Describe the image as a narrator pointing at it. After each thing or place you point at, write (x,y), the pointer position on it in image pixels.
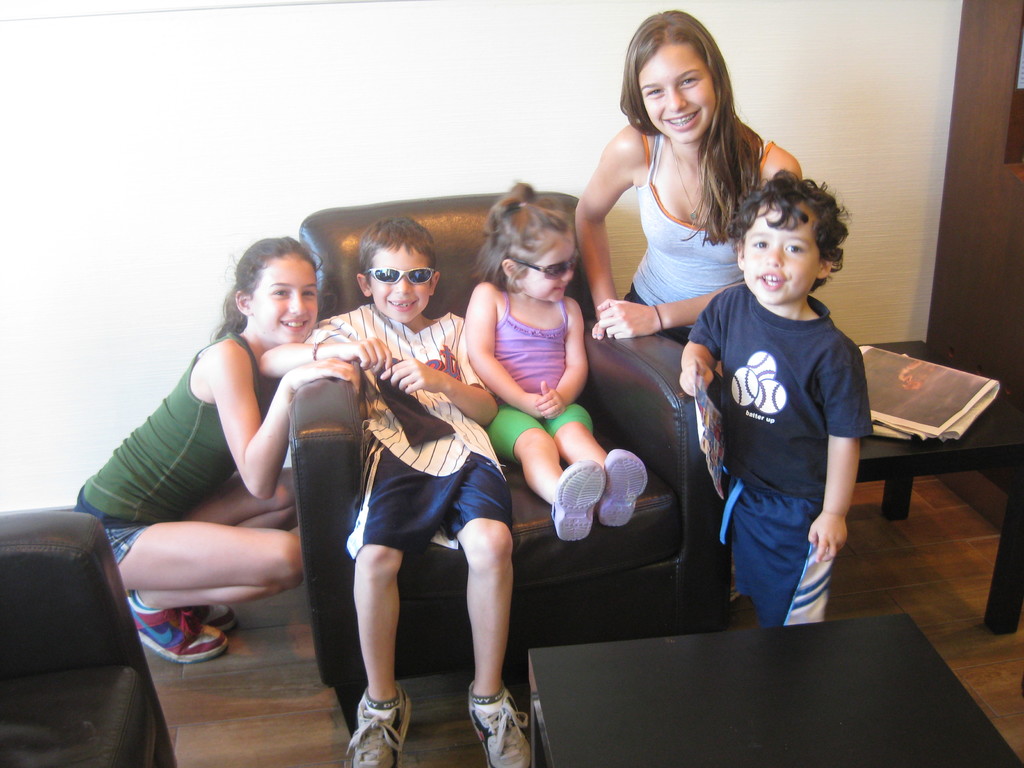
In this image two kids (488,407) wearing goggles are sitting in the chair (445,576). A kid (776,518) is standing beside the chair (670,427). Behind him there is a woman (680,260). Right side (918,406) there is a table (906,461) having a paper (932,398) on it. Left side (3,721) there is a chair (6,680). Beside there is a woman (167,493). Bottom of the image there is a table (730,705). Background (204,215) there is a wall (20,222).
